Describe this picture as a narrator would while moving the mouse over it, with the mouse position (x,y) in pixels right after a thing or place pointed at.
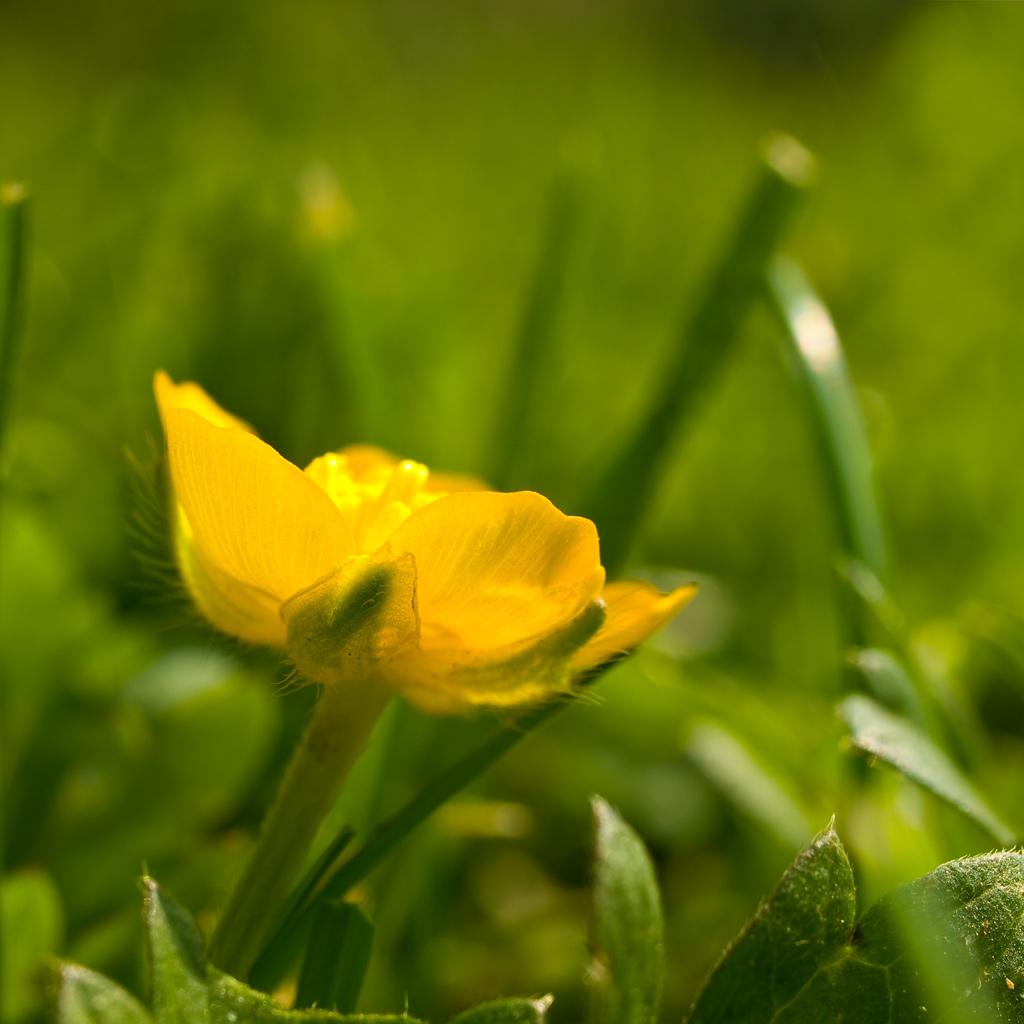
In this image we can see yellow color flower (361,638) in the middle of the image (440,659). Behind we can see green Leaves (793,633).
